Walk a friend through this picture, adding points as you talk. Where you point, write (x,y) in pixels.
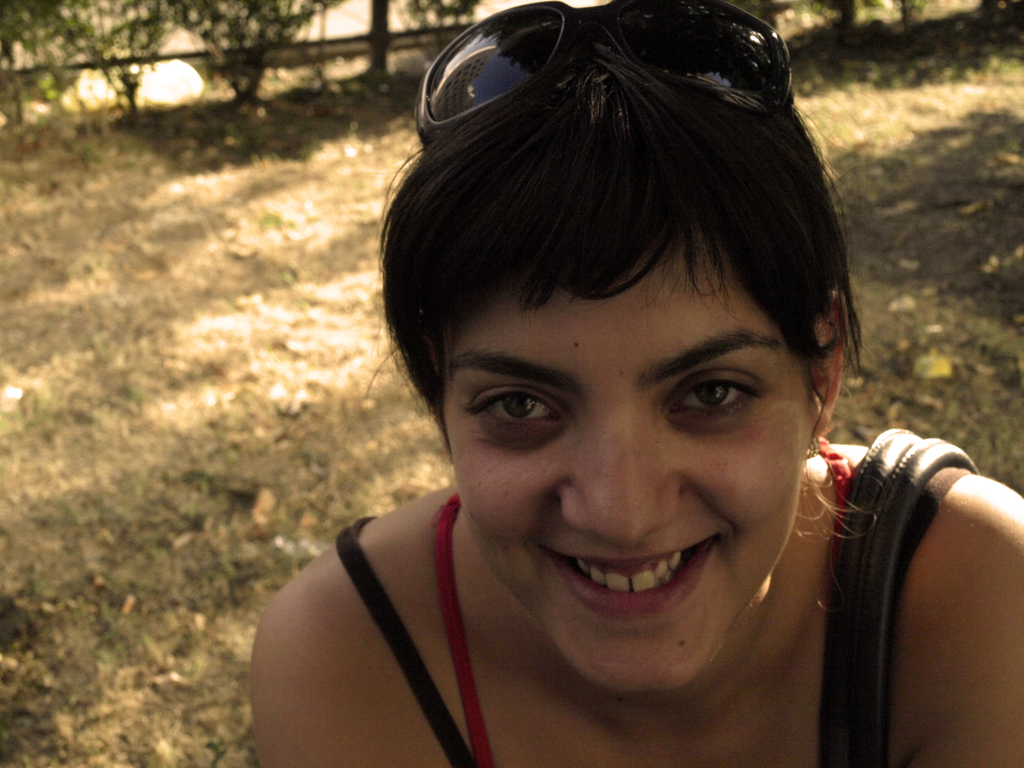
In the picture I can see a woman (975,710) is carrying a handbag (827,725) and we can see glasses (638,3) on her head (409,251) and she is smiling. The background of the image (18,570) is blurred, where I can see the dry grass (224,348) and plants (259,19).
